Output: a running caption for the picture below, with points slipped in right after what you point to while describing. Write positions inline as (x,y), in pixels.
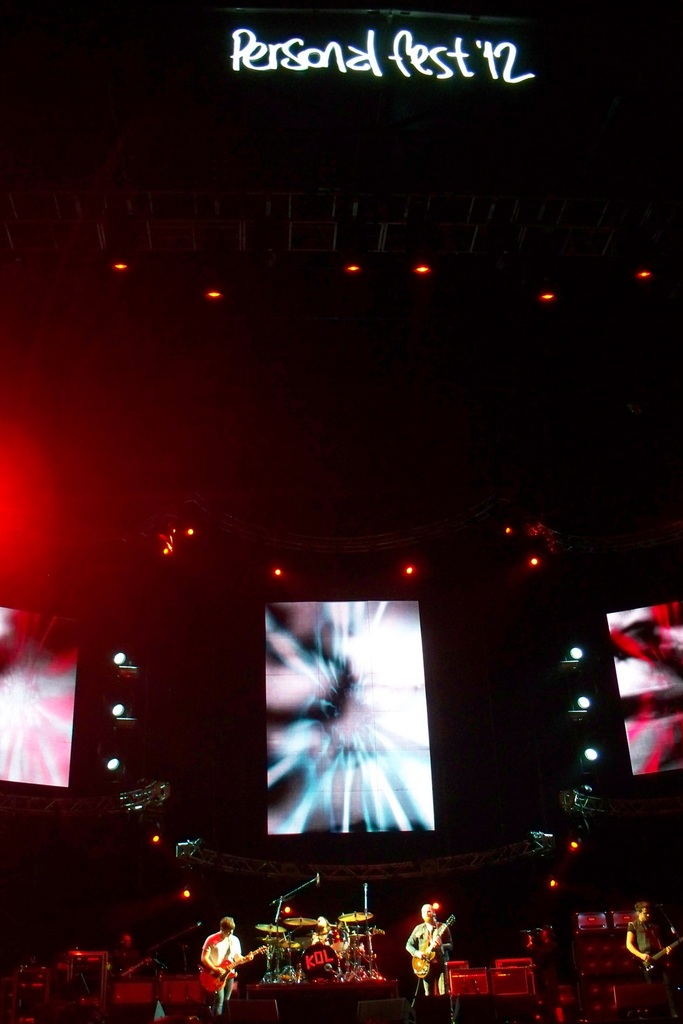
In this image we can see there is a stage (390,928). On the stage (342,936) there are four persons (438,961) playing musical instruments (353,959). In the background (391,673) there are colorful lights (362,707).
